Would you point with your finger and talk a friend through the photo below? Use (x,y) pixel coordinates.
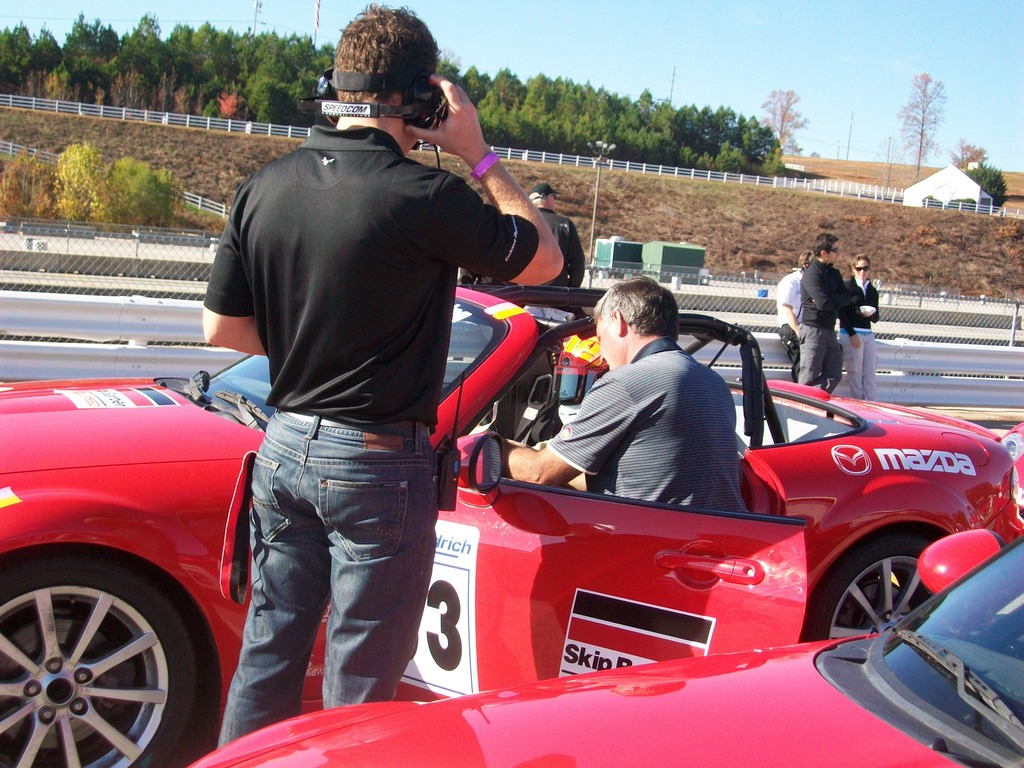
The picture is clicked outside the city. In the picture there are cars (533,394) and people (507,279) standing. In the center of the picture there are trees (716,140), house (939,174), railing (103,106), plants (158,189) and shrubs (138,193). Sky (799,75) is clear and it is sunny.
